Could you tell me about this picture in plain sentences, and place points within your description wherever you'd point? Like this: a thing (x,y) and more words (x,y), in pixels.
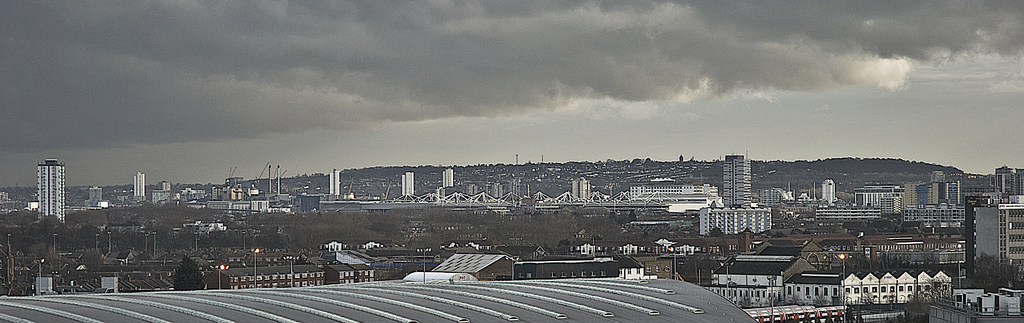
In the picture we can see an image of a city (551,214) with many houses (268,261), buildings (995,197), poles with lights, and behind them, we can see some tower buildings (914,187) and a hill (525,166) with some trees (850,176), houses (644,177) and in the background (358,127) we can see a sky (468,108) with clouds (383,66).
